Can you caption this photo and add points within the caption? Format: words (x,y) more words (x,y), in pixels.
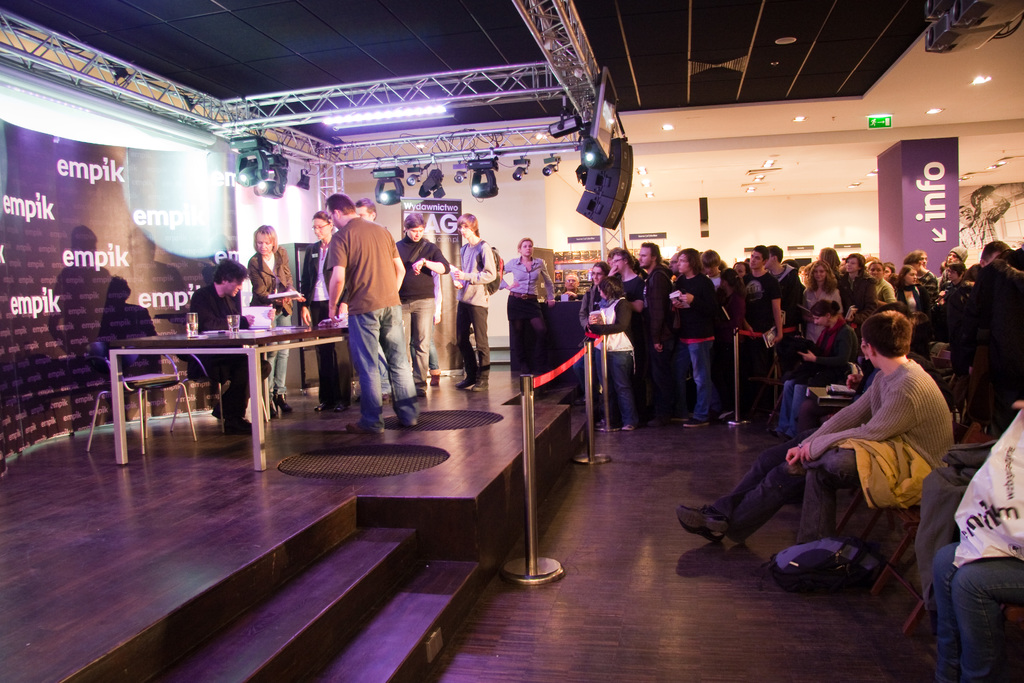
In this image I can see group of people (710,312) standing. On the stage (297,473) there is a table (271,332), on table (236,342) there is glass (231,316). The person (224,293) is sitting on the chair (204,379) and holding a book (261,322). On the floor (733,610) there is bag (782,563). There are stairs (326,601) on the left side (312,605). At the back side (46,361) there is a banner (176,239) and a lights (376,176).
